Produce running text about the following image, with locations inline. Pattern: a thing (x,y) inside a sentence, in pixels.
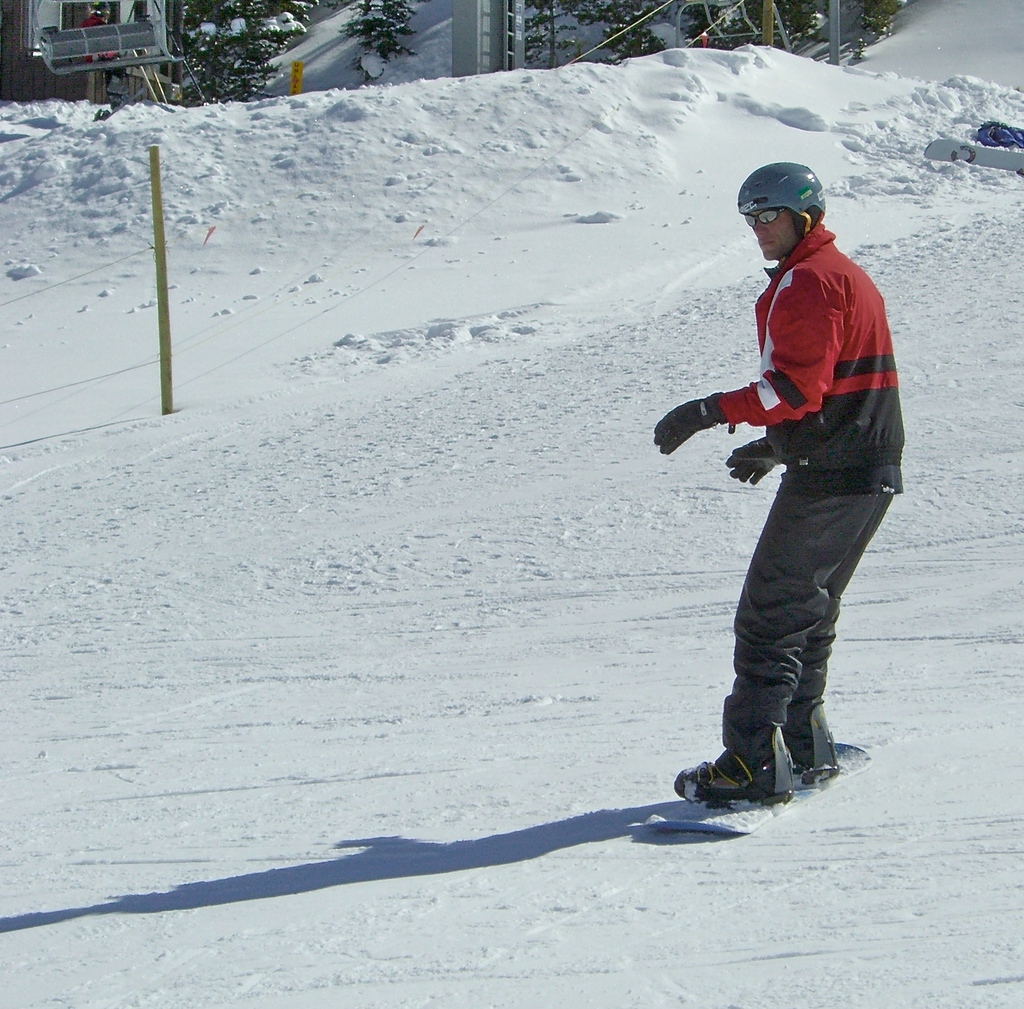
In this image, we can see a person (774,655) is skating with a snowboard (781,799) on the snow (973,264). He is wearing a helmet (782,205), goggles (774,214) and gloves (746,461). Top of the image (480,4), we can see poles (159,307), trees (551,16), few objects (475,72) and person (92,18).
